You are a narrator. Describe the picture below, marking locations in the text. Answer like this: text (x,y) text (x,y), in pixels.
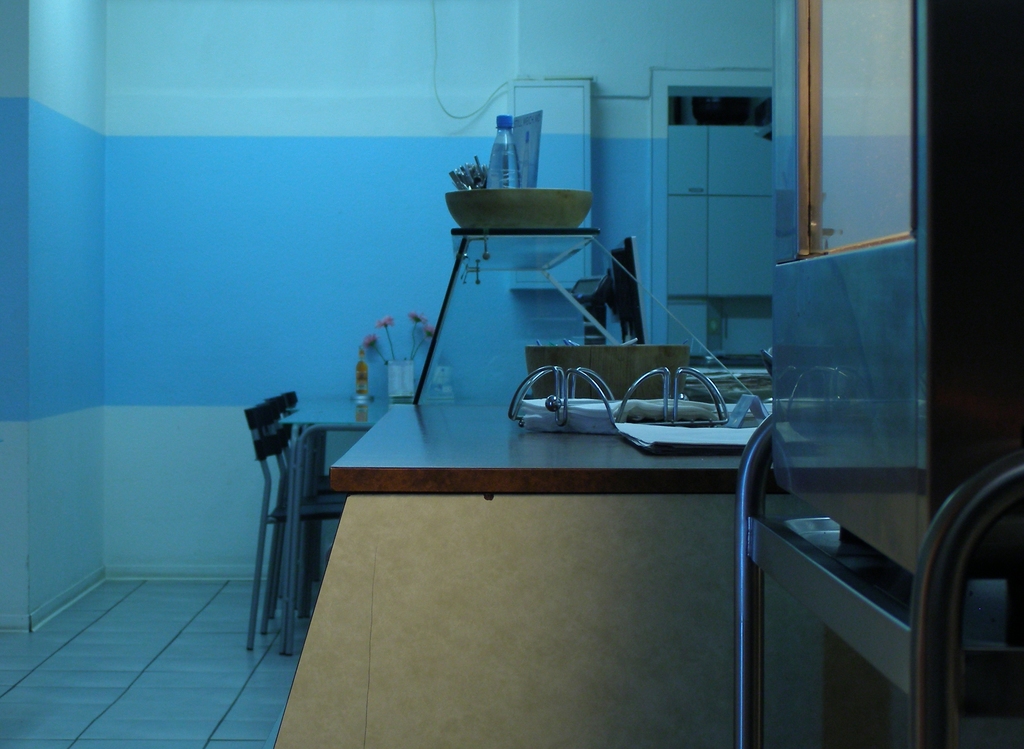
In this image I can see some objects (658,434) on the table (498,470). I can see the chairs (257,455). In the background (228,198), I can see the wall (301,121).
